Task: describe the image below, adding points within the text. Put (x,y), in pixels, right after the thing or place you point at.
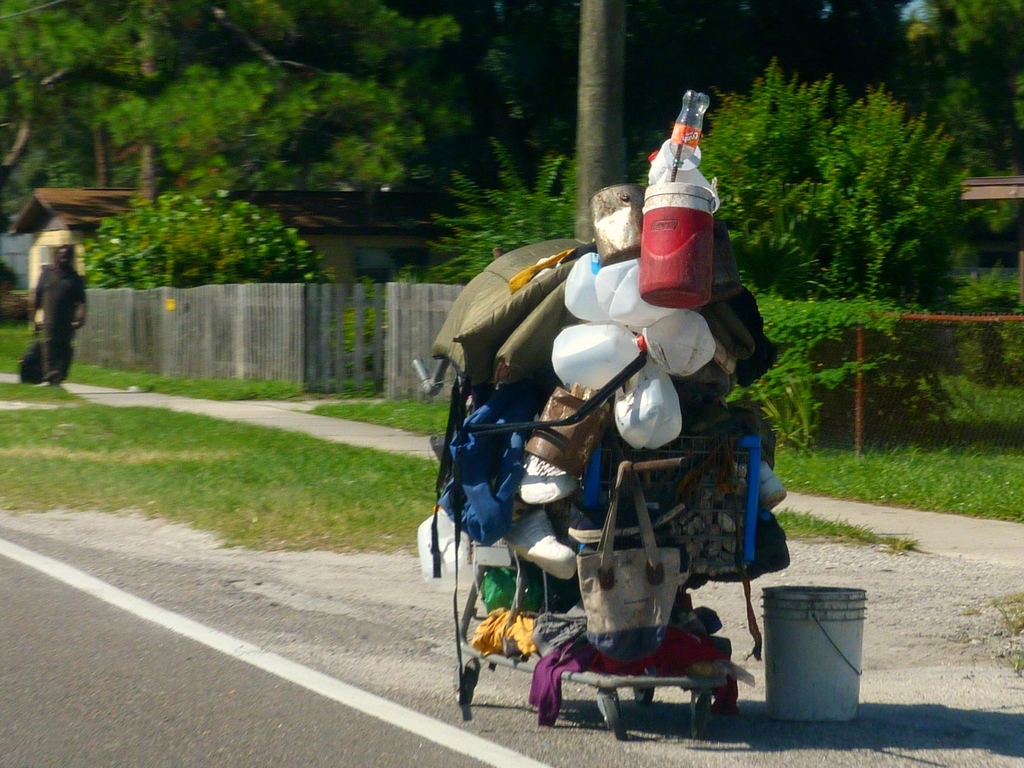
In this image we can see a trolley (587,467) on which we can see some objects (460,376) kept and a bucket (776,645) on the road (137,631). Here we can see a person (53,342) walking on the road (388,443), wooden fence (421,320), grass (8,365), trees (876,237) and the pole (617,94) here.
